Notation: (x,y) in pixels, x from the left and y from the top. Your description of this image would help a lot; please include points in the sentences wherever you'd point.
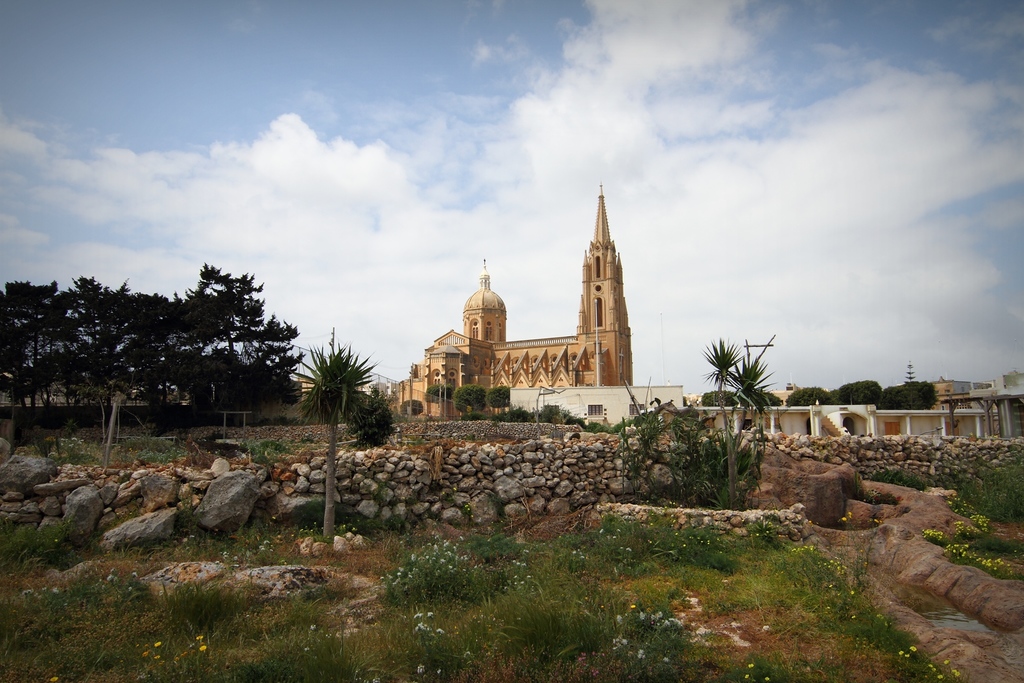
In this image I can see few buildings (619,401), windows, trees (797,403), stairs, water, few rocks (269,511) and the grass (759,583). The sky (624,266) is in blue and white color.
